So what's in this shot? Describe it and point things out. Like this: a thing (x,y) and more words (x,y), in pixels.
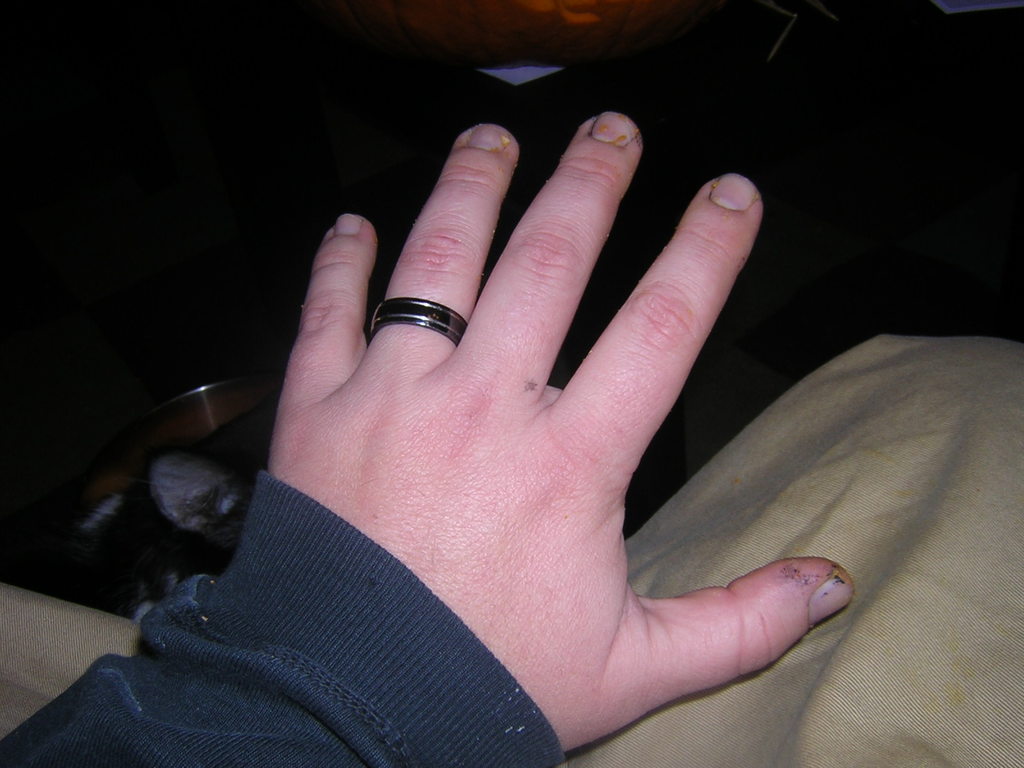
In the picture we can see a hand (555,624) of a person (117,760) and to it we can see a ring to the finger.
